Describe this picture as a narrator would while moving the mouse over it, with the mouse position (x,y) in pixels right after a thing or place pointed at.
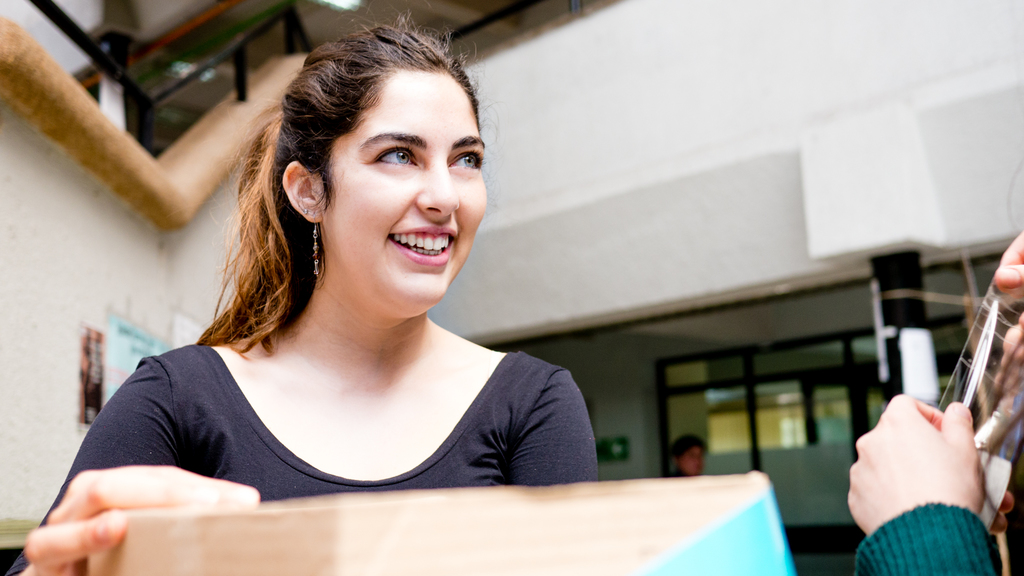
In this image there is a girl (298,352) in the middle (343,342) who is laughing by holding the box (479,528). On the right side (939,531) there is a person (940,480) who is holding the plastic (974,369). In the background (797,202) there is a building (702,324). On the left side (74,113) top there is a staircase (89,117).
